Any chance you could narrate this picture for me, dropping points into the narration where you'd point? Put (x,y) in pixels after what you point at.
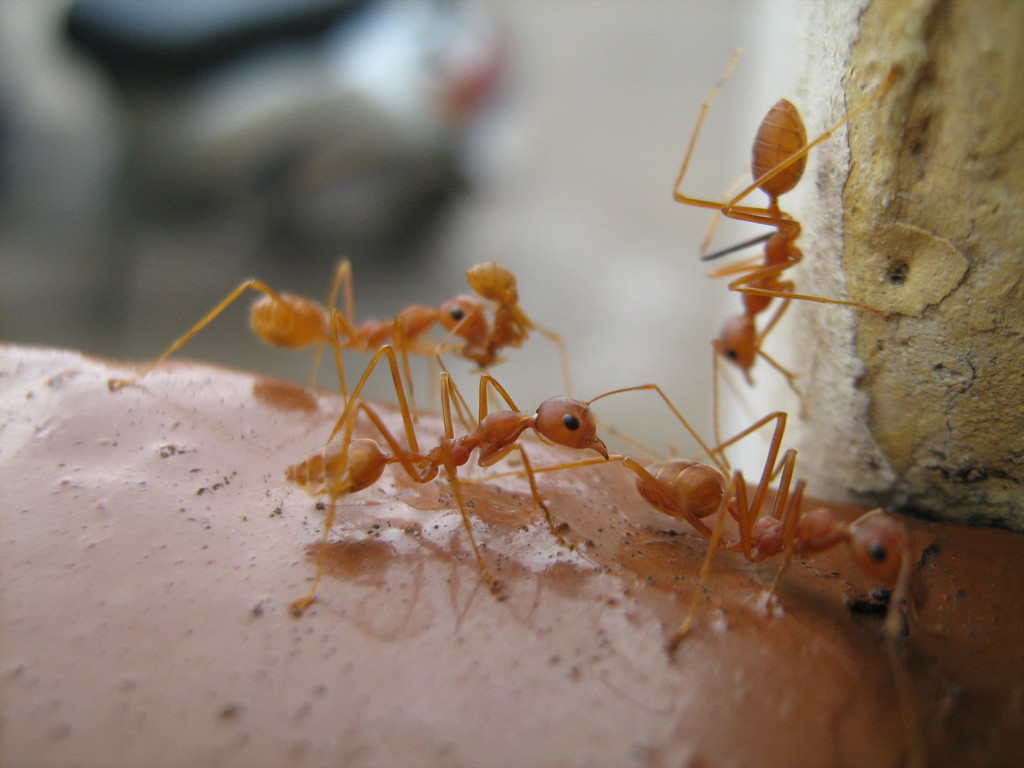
Background (563,156) portion of the picture is blur. In this picture we can see ants (773,205) on the brown surface (309,499).
